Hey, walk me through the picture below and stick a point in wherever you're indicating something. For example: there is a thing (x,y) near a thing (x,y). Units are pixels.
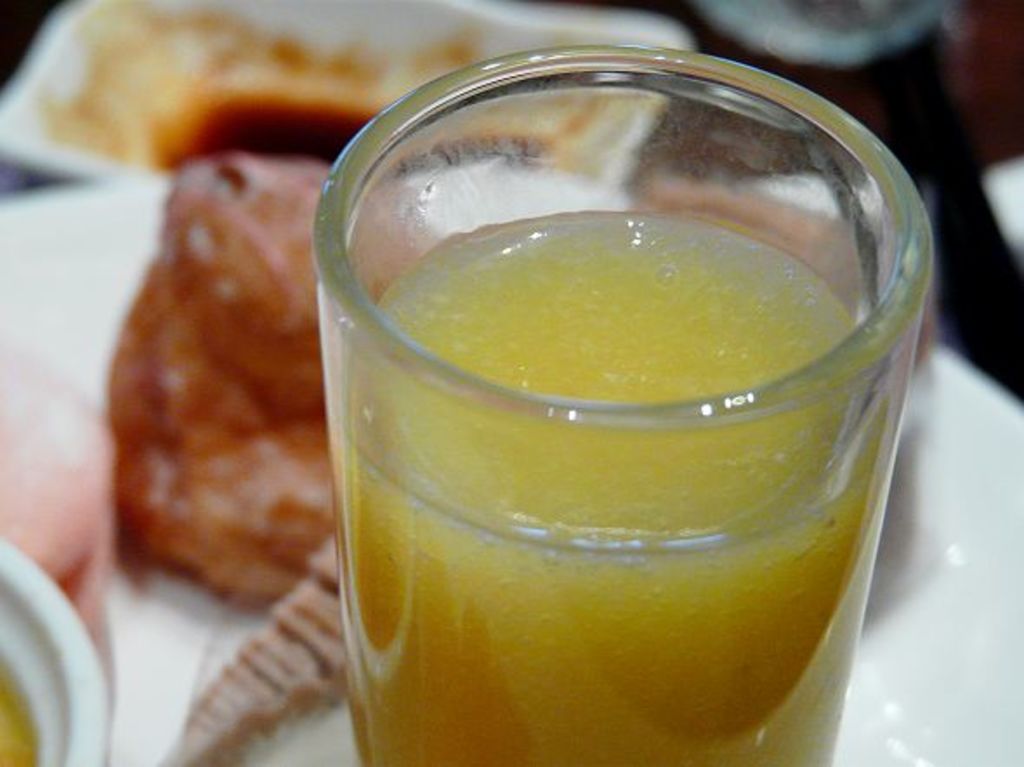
In this image in the front (703,409) there is a glass (607,572) with a juice (592,588) inside it and in the background (198,169) there is food (195,267).
